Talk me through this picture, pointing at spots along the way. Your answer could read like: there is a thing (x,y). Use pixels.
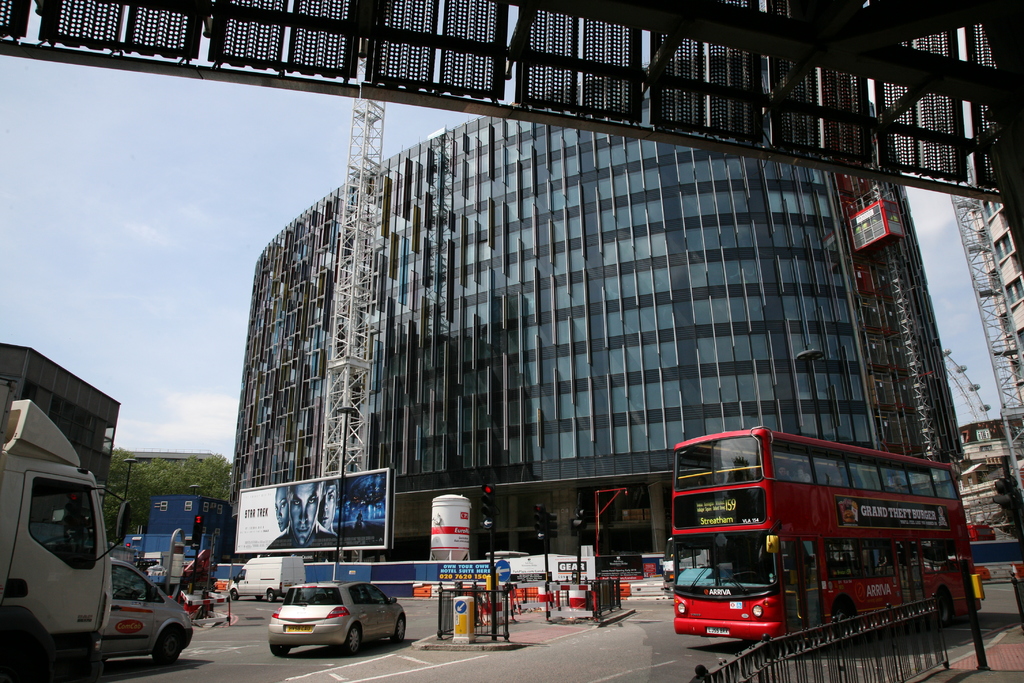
In this picture we can see red double Decker bus (742,634) and some cars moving on the road (500,665). Behind we can see the banner board (355,508). In the background (383,379) we see huge glass building (397,269). On the top (219,183) we can see the sky (164,323).
